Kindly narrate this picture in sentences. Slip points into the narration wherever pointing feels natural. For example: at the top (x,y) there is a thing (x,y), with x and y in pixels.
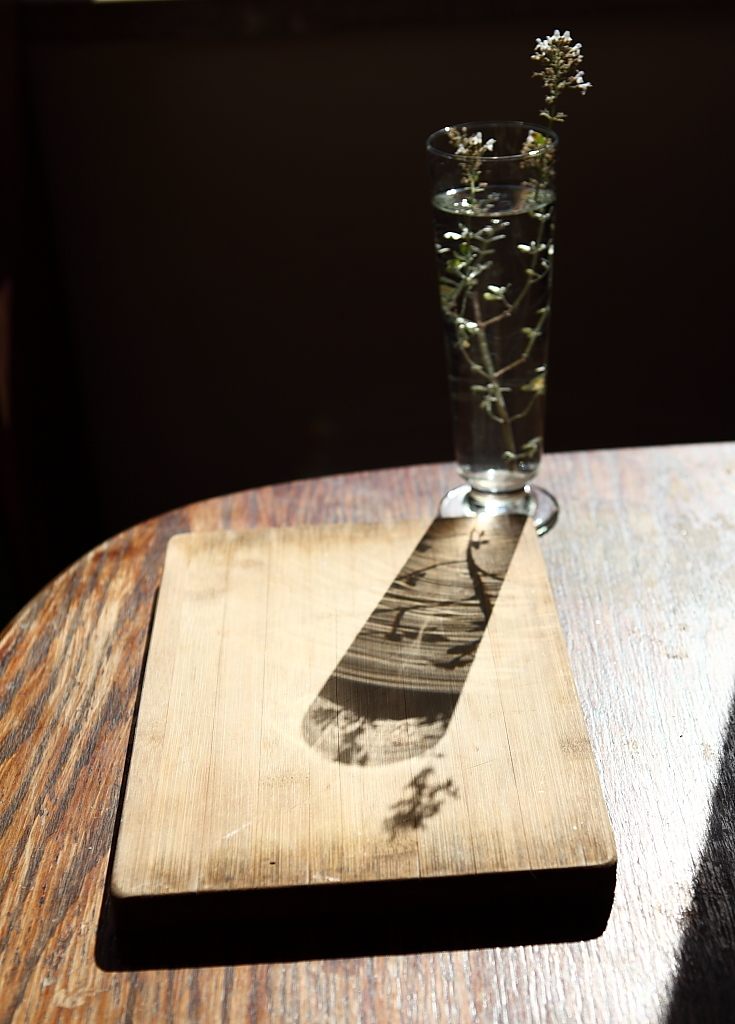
In this image in front (63,999) there is a table (572,545). On top of it there is a flower vase (485,256) and a wooden board (395,818).
